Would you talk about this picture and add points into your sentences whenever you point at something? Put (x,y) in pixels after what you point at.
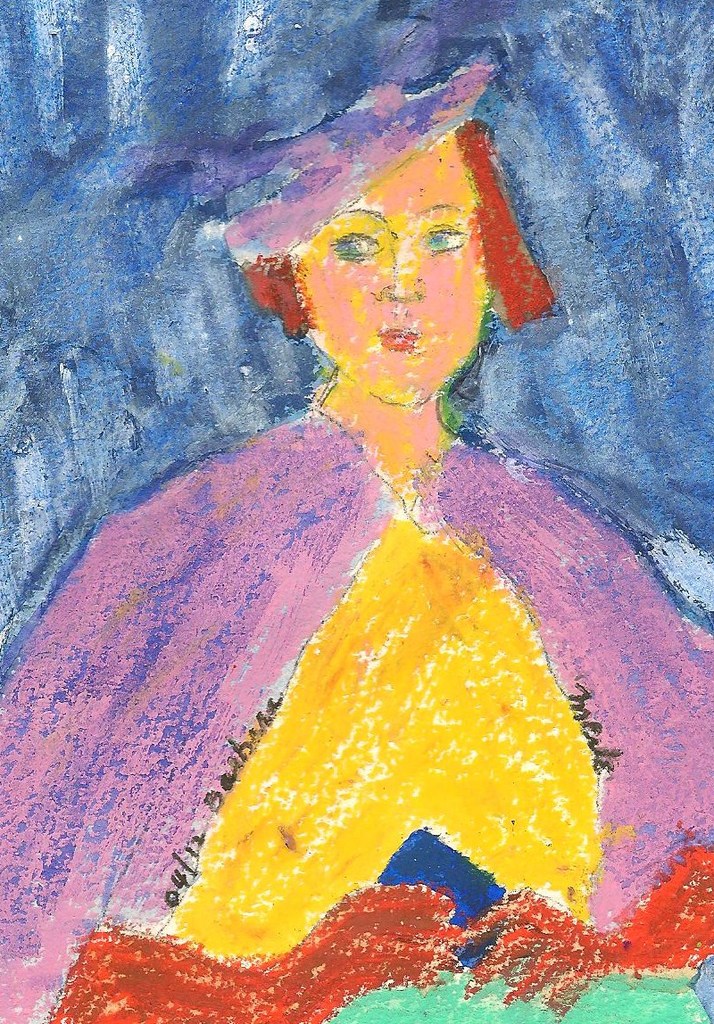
In this image we can see there is a painting (322,547) of a lady (357,623), there is a date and some text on it.
